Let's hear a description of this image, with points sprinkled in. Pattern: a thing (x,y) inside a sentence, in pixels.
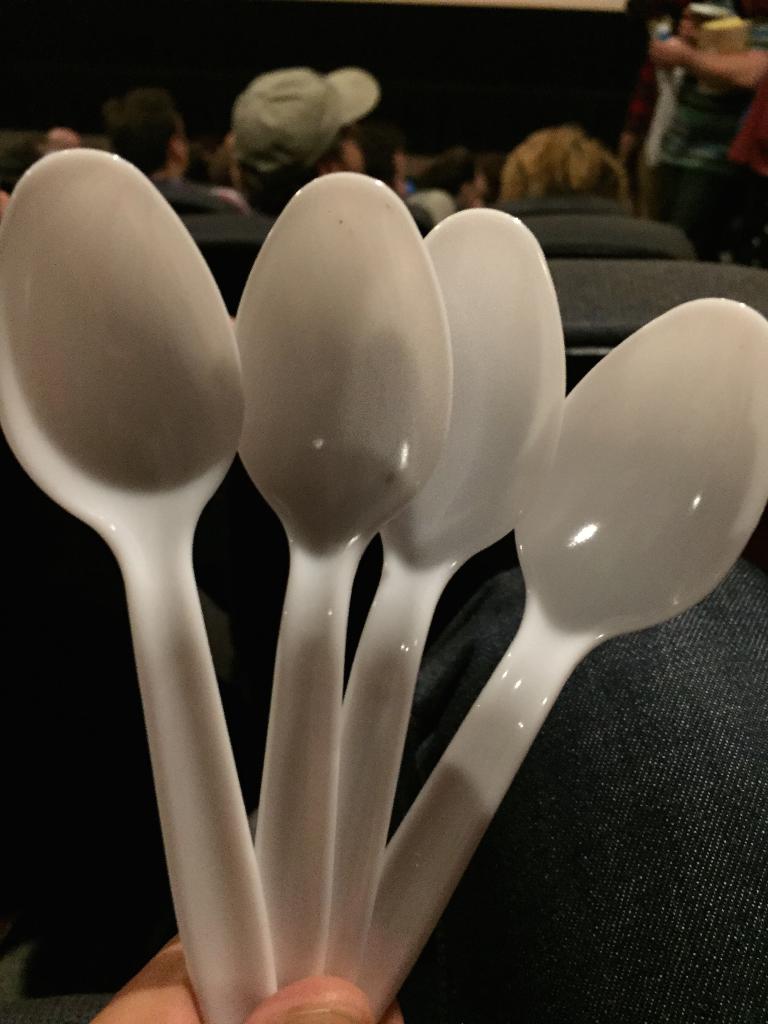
In this image, There are some spoons (703,547) which are in white color and in the background (312,159) there are some people (316,163) sitting on the chairs (218,212).
